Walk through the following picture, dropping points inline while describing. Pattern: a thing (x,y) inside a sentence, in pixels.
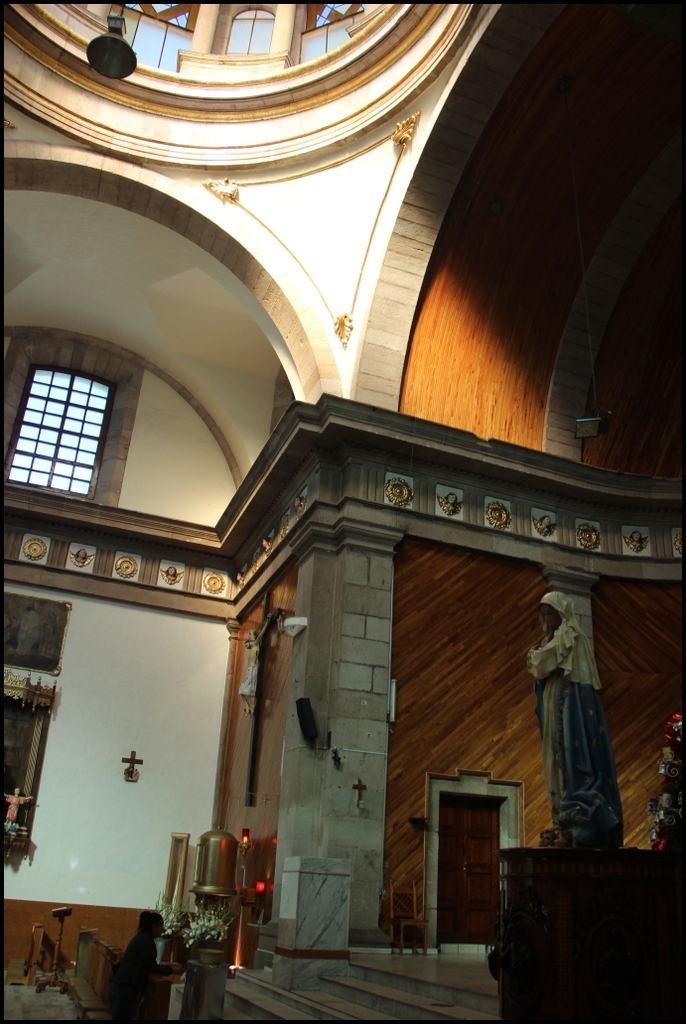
This picture is taken inside the building (160,806). In this image, on the right side (576,928), we can see a table (636,910). On the table (616,939), we can see some sculptures (598,837). On the left side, we can see some sculptures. In the bottom left of the image (207,855), we can see a person (152,939) standing in front of the table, on the table (218,1001), we can see a metal instrument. In the background (468,826), we can see a door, wood wall (639,728) and a wall (139,706), window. At the top (285,127), we can see a light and a roof (316,146).
